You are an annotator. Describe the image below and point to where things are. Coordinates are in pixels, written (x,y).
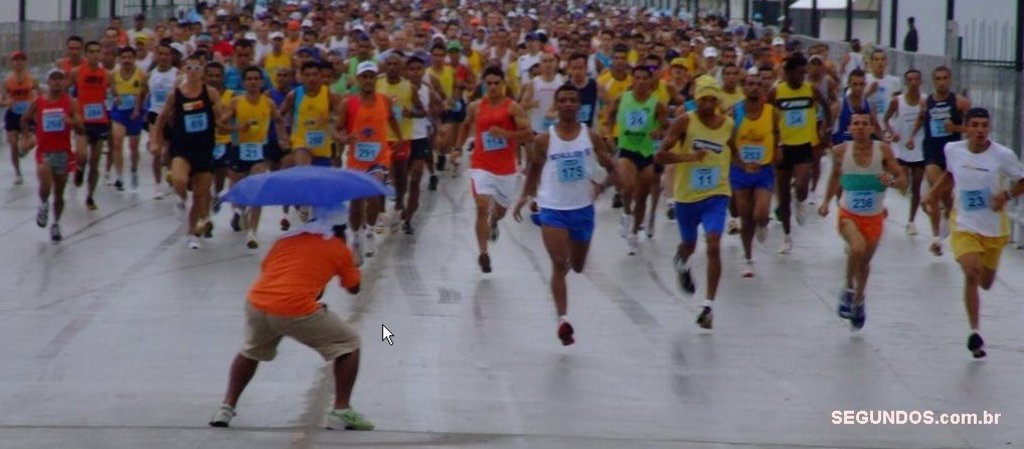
In this picture, we see many people (504,153) running on the road (609,198). At the bottom of the picture (284,332), the man (298,295) in orange T-shirt (288,274) is holding a blue color umbrella (323,194) in his hands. On either side of the picture, we see buildings (830,28). This picture might be clicked outside the city.
